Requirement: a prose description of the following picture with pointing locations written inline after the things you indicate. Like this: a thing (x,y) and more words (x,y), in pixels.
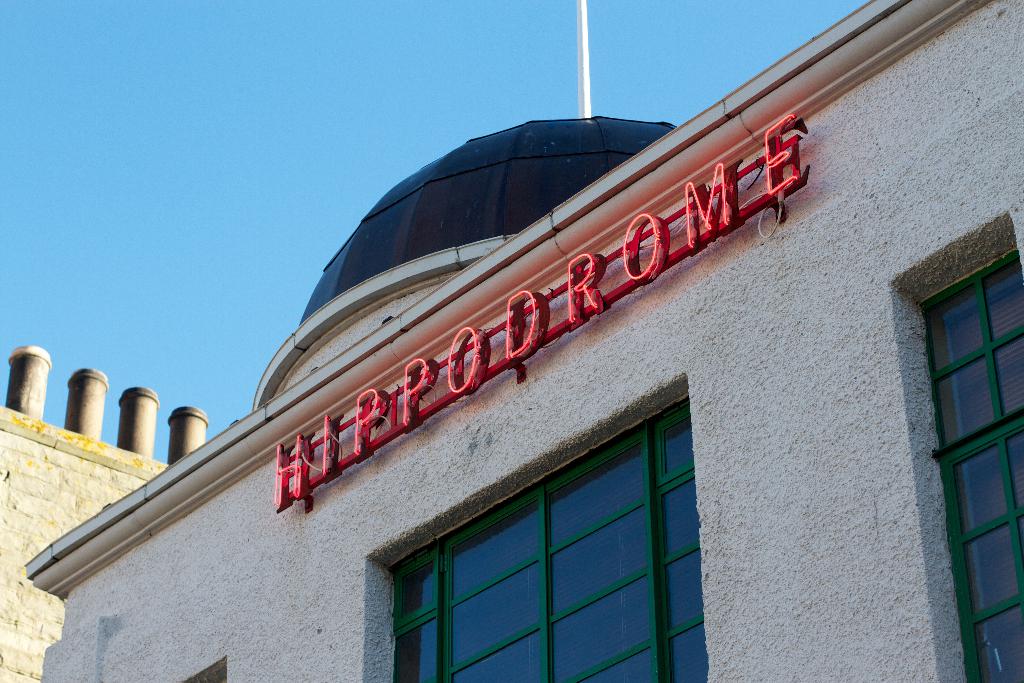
In this image, we can see a few buildings (667,301). Among them, we can see a building (903,298) with some glass windows (579,470) and text (464,359) written. We can also see a white colored pole (581,58). We can see the sky (162,103).
